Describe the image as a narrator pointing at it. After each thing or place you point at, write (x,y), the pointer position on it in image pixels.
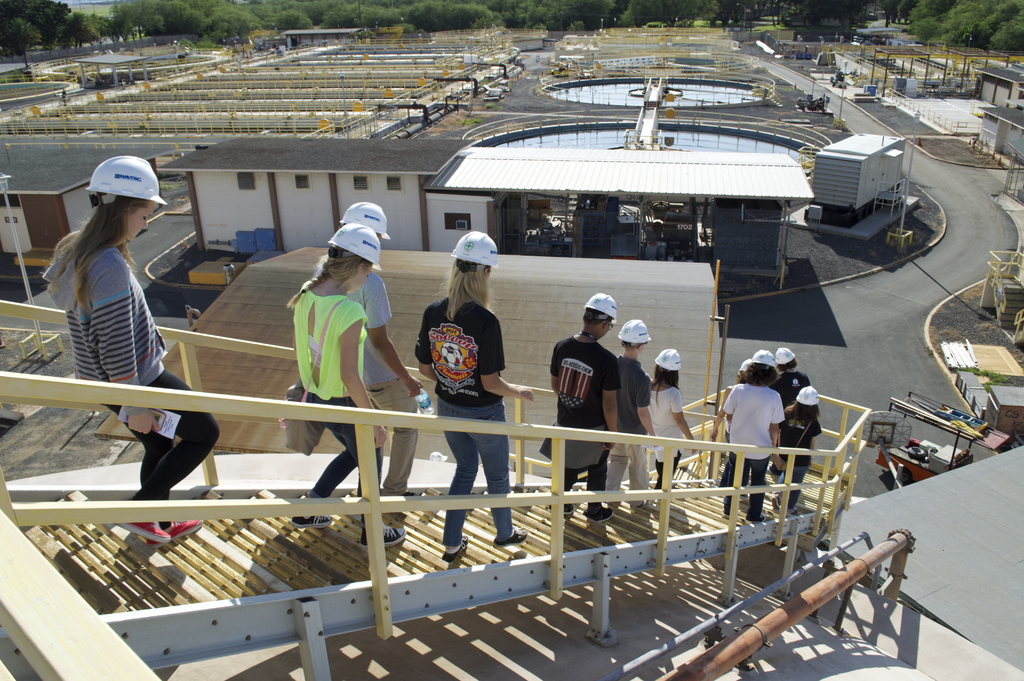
This picture is clicked outside. In the foreground (742,645) we can see the metal rods (824,591) and group of persons (369,293) wearing helmets (805,399) and climbing down the stairs (480,526). In the center (589,265) we can see the buildings (722,234), the metal objects (328,118) and we can see many other objects (407,97). In the background (173,7) we can see the trees (995,13) and some other objects (20,88).
